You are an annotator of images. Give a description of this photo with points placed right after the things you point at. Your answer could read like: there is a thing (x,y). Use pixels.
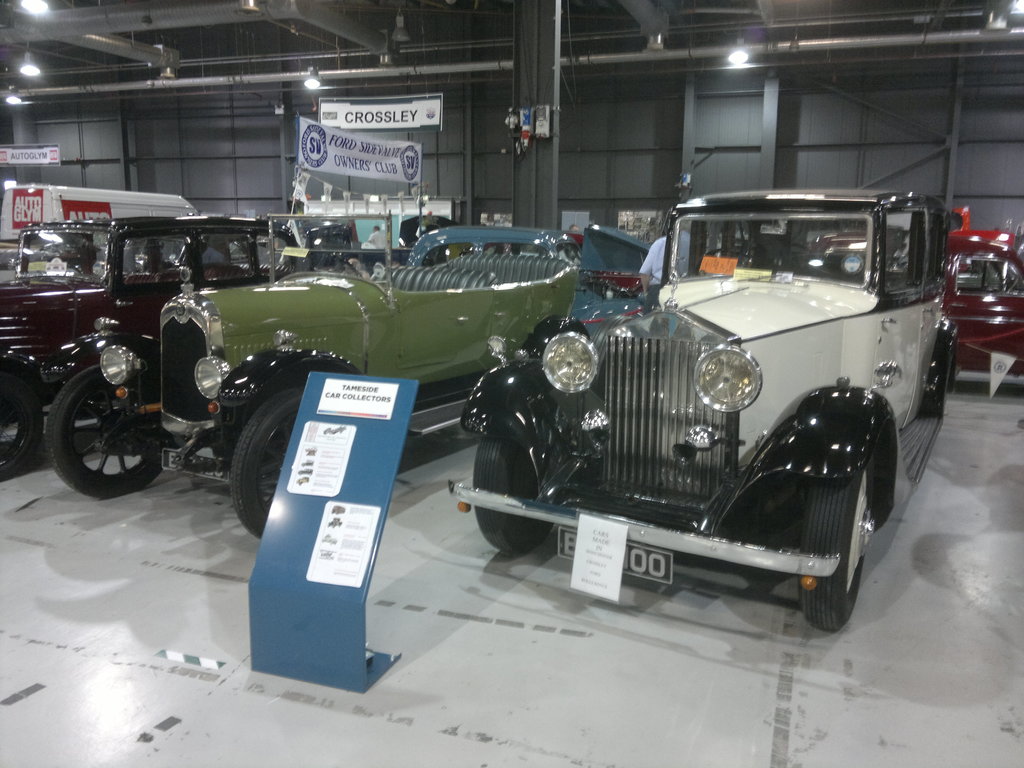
In this image we can see cars (421,308). In the background of the image (651,105) there is wall (587,96). At the top of the image (224,6) there is ceiling (345,46) with lights (46,7) and rods (561,61). There are banners (298,147) with some text (365,150). In the foreground of the image (284,499) there is a board (330,609) with some text (325,524) on it. At the bottom of the image (399,719) there is floor (428,722).
